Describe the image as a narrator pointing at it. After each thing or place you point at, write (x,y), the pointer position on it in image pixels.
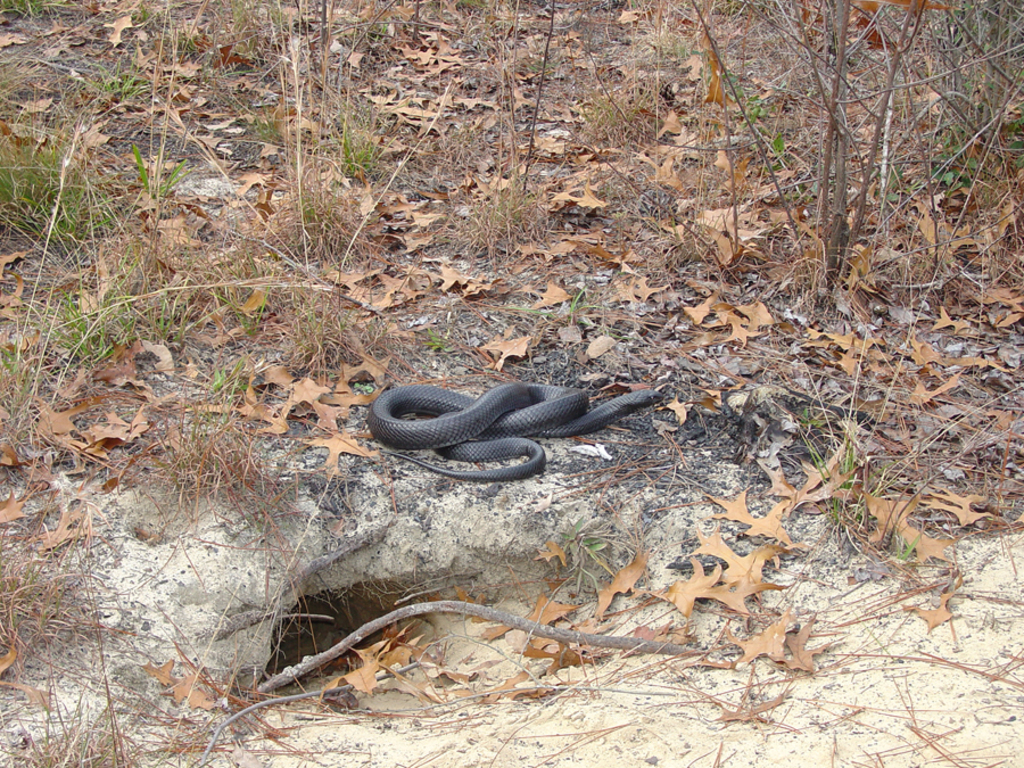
In this picture we can see a snake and dried leaves (271,416) on the ground (302,461) and in the background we can see plants (219,389).
